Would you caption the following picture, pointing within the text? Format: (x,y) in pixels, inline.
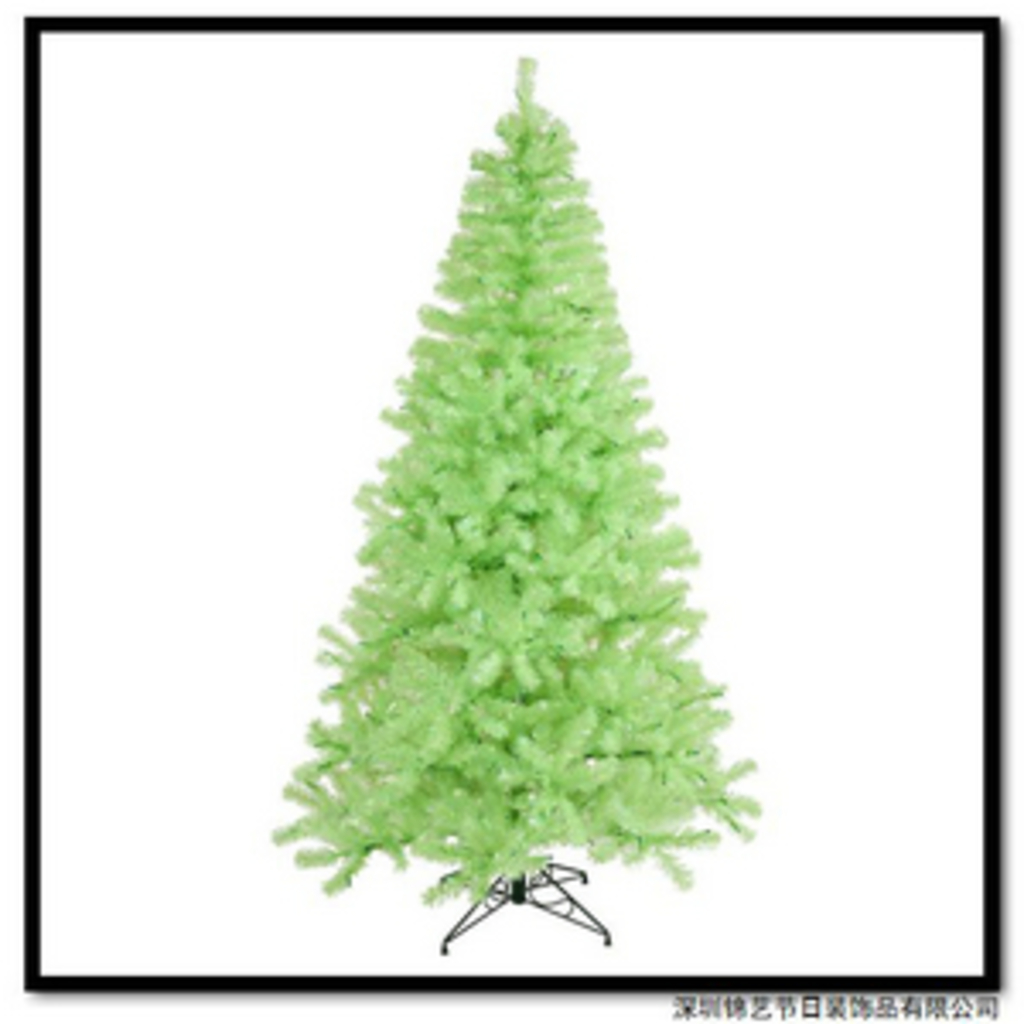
In this image I can see a plastic tree (585,755) on a stand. This image looks like a photo frame.
